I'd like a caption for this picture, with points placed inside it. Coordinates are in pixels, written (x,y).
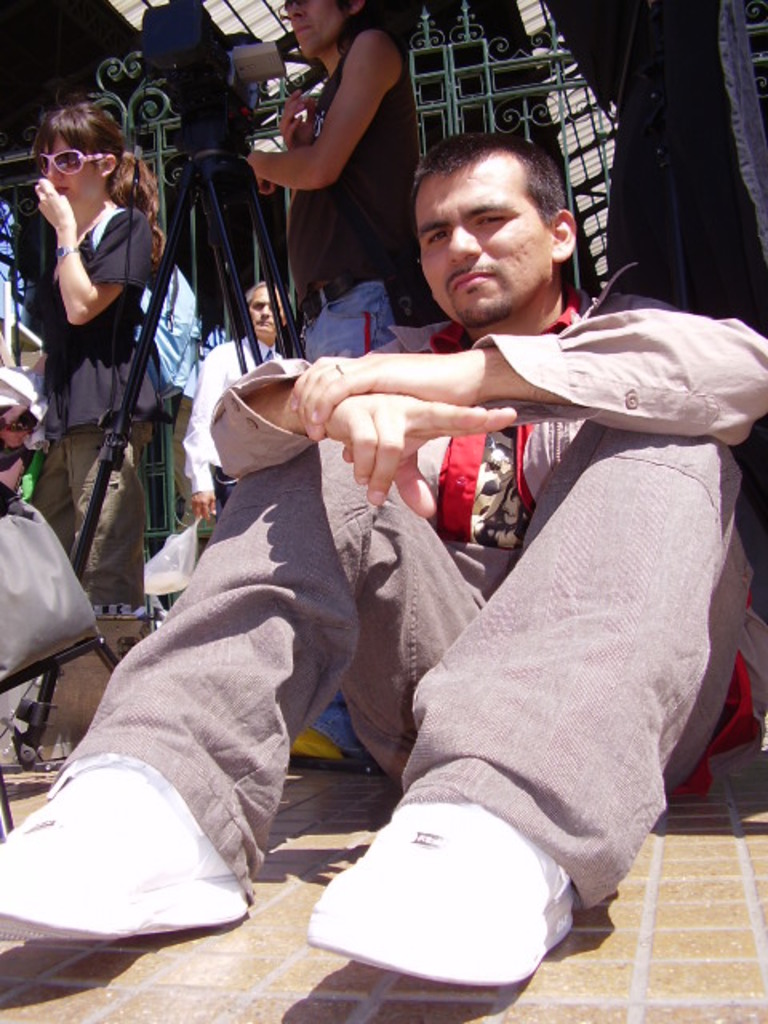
In the middle of the image (468,580) a man (752,723) is sitting. Behind him few people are standing and there is a fencing (569,169).
